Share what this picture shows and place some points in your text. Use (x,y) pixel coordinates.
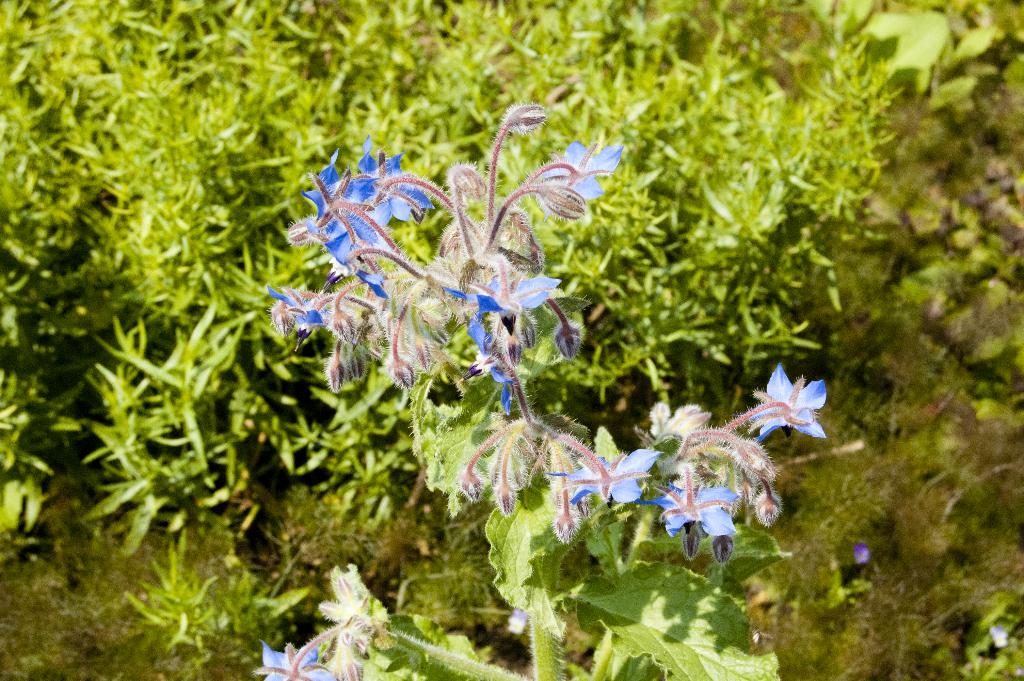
In the foreground of the picture (498,505) there are flowers (494,376), leaves (518,548) of a plant (547,622). In the background (173,197) there are plants (840,114), grass (895,337) and soil (933,191).
